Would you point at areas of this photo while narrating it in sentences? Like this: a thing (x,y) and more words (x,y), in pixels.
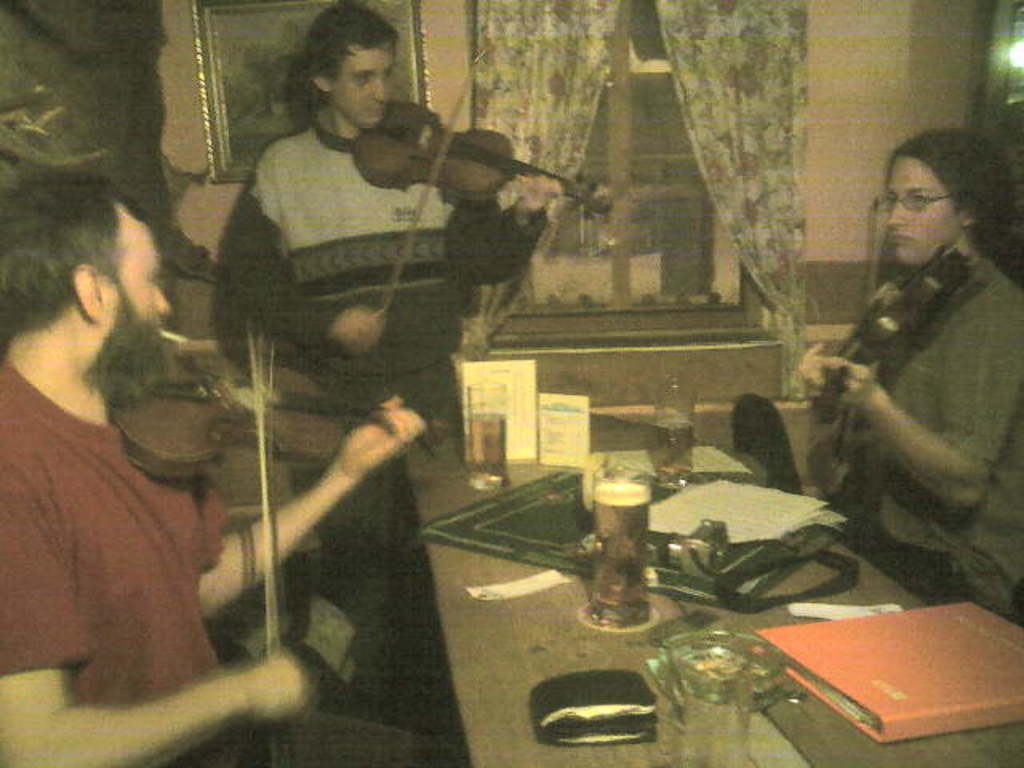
As we can see in the image there is a wall (807,141), window (684,143), curtains (519,77), photo frame (218,96) and three people (225,236) holding violins (402,132) and there is a table (818,729). On table (823,711) there is a book (833,707), glass (712,706), wallet (578,724) and papers (678,502).
